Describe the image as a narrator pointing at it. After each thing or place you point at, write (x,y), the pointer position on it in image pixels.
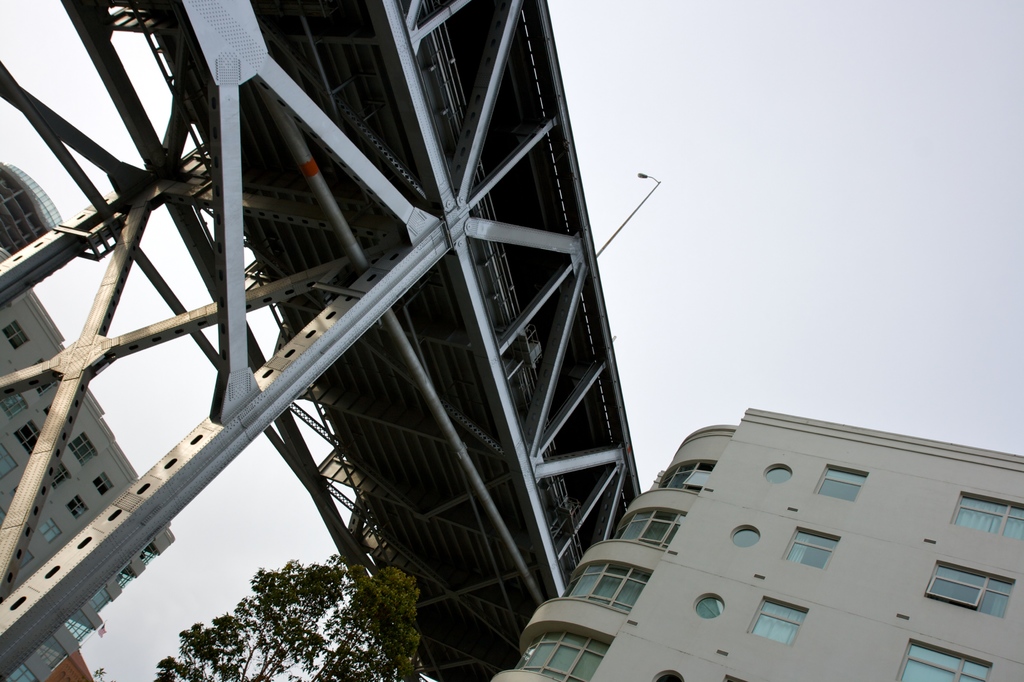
There are buildings (634,523) with the windows (961,522), This is bridge (391,276), tree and a sky (815,180).
